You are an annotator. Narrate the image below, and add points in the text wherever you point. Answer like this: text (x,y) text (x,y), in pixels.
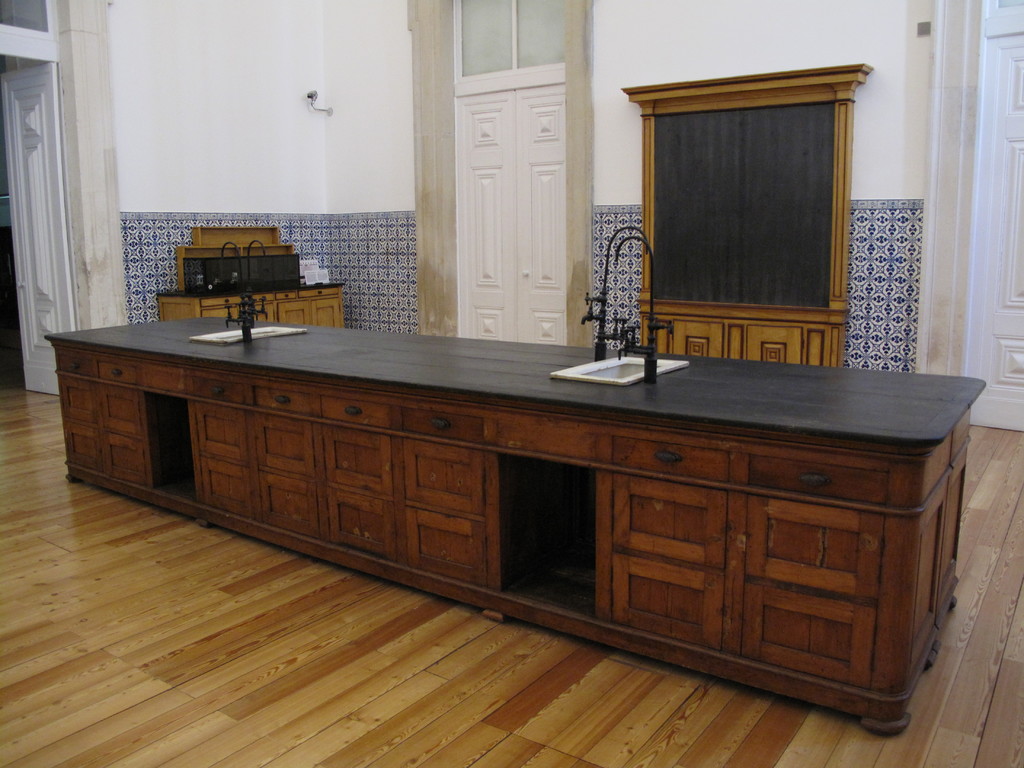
In this image we can see a table (297,497) on the floor (195,590) containing cupboards (206,474) and sink (239,335) with the taps (250,327). On the backside (235,267) we can see some doors (65,239), a container (708,256), a cupboard (297,312) with some objects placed on it and a CCTV camera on a wall (272,176).
